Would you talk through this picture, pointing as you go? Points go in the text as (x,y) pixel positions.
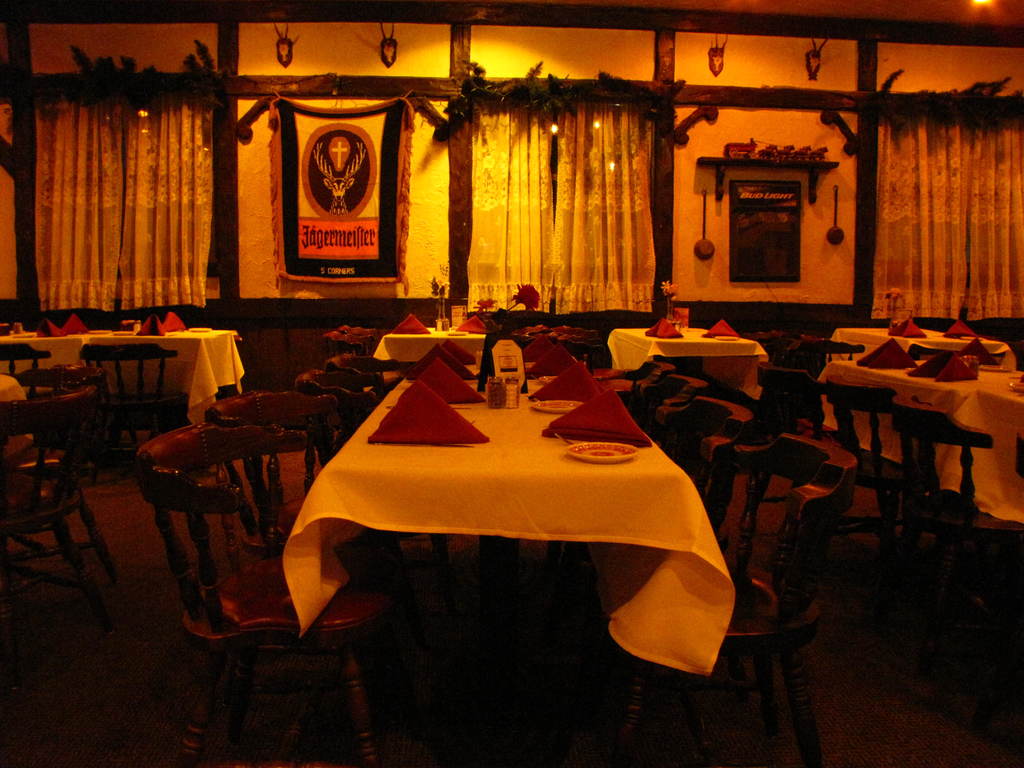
In this picture we can see a flower vase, red objects (422,431) and other things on the tables (527,418). There are a few chairs (59,515) visible from left to right. There is a frame (326,250) on the wall (228,117). We can see a few curtains (193,138), a board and other objects (813,198) on the wall (814,238). There are a few lights (596,123) visible in the background (596,123).
